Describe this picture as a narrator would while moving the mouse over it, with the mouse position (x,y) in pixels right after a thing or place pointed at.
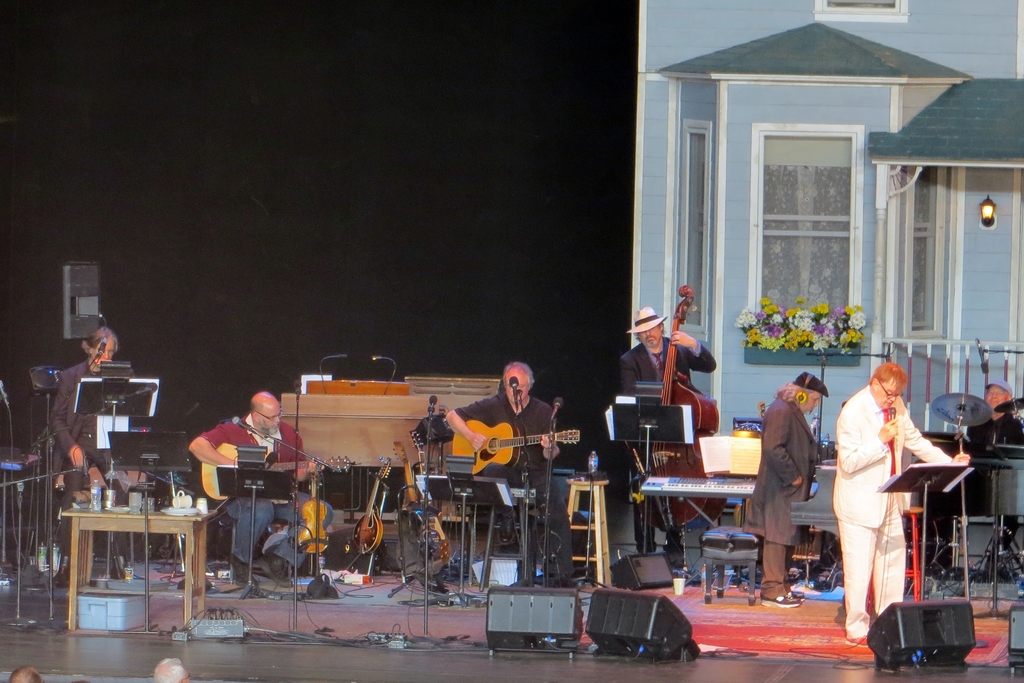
There are group of people (782,423) playing musical instruments (327,421) and two (548,423) among them is singing in front of a mic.
